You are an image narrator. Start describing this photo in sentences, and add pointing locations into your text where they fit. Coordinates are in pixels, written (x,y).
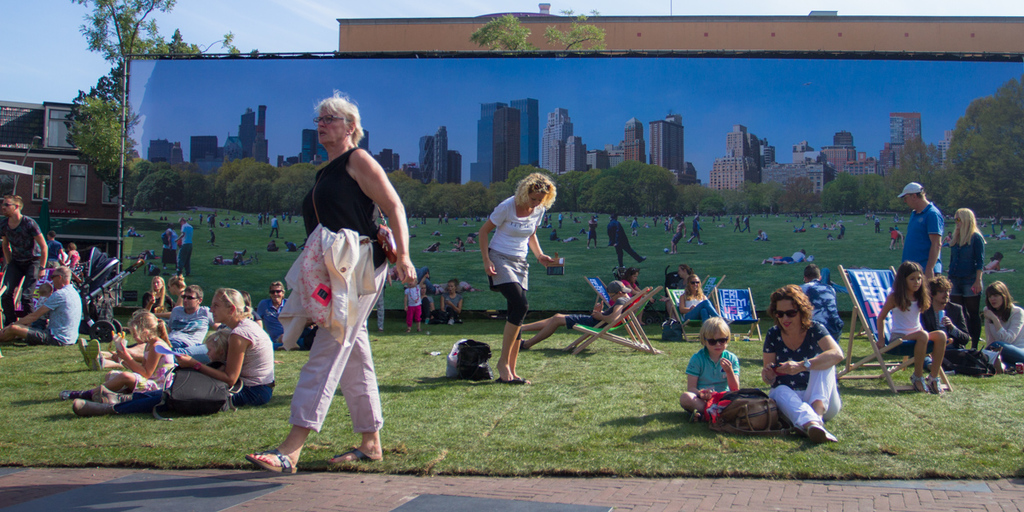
In this image we can see a few people (513,359) walking on the grass (579,394) and a few people (781,326) sitting on the chairs (611,337) and on the grass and holding objects (313,302). We can see the buildings (83,194), trees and sky (277,42) in the background (92,212). And we can see a banner (565,214) with people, trees (561,199), grass (613,256) and buildings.
